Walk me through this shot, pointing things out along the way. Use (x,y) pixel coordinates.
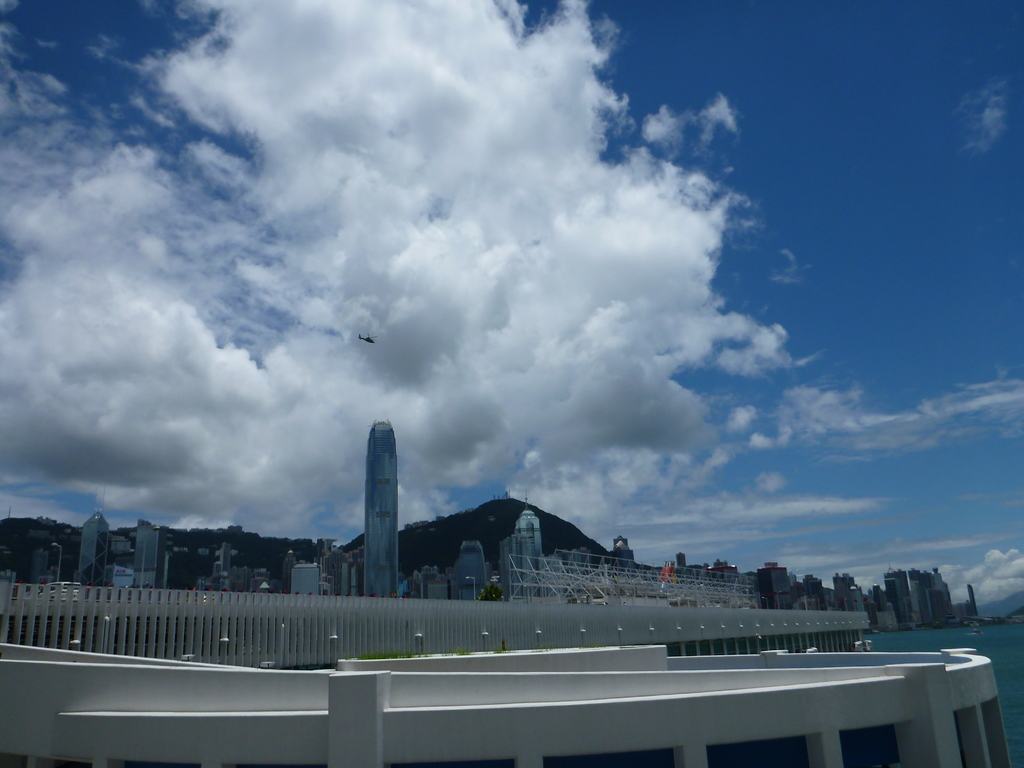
This picture is clicked outside the city. In the background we can see the skyscrapers (921,603) and metal rods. In the background (725,478) there is a sky (848,160) and an object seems to be an aircraft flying in the sky (725,438) and we can see the trees (182,540), and some clouds (562,305) in the sky (852,403).
